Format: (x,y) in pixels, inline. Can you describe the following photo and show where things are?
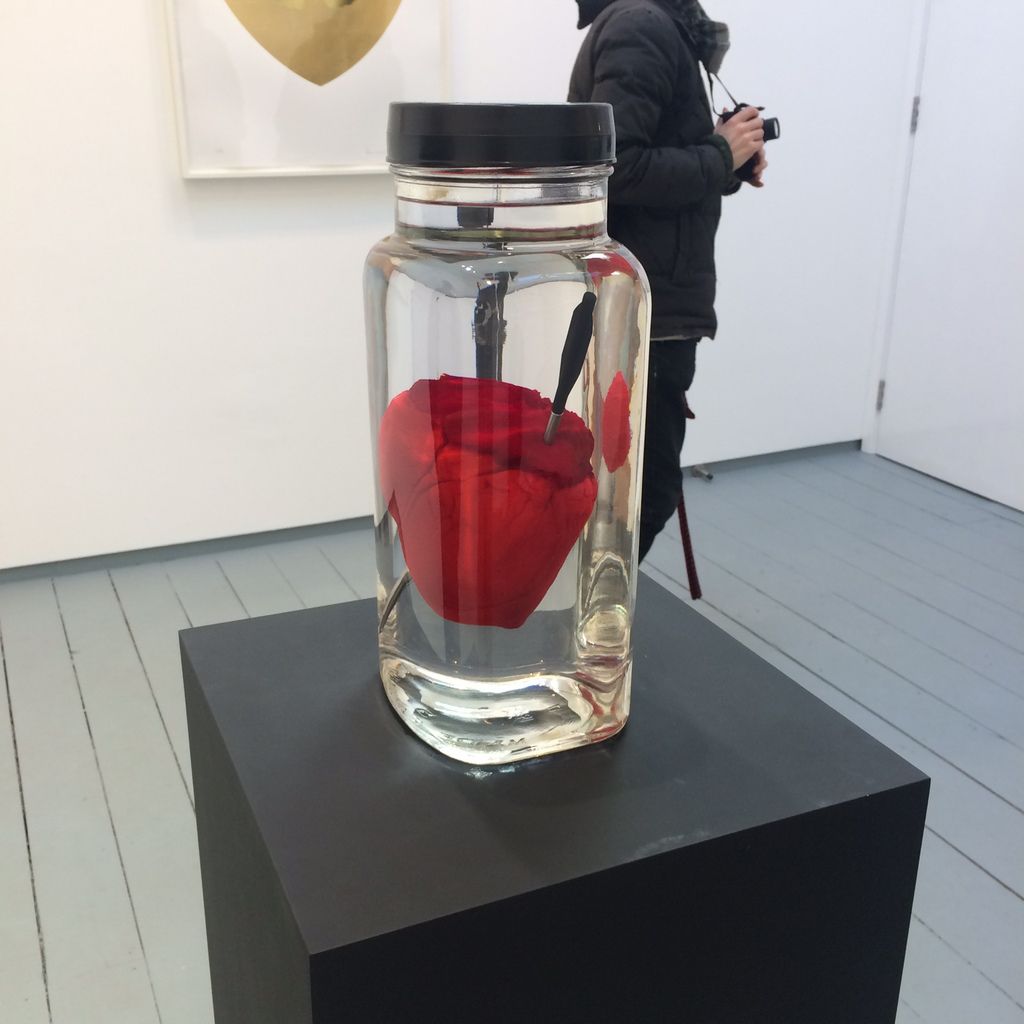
In this image, In the middle (468,378) there is a table (895,936) which is in black color on that table (553,758) there is a bottle (540,259) in white color in that bottle (538,389) there is a red color object (502,501), In the background (665,497) there is a man (656,425) standing and holding a camera (769,132) which is in black color, There is a white color wall (834,123).
